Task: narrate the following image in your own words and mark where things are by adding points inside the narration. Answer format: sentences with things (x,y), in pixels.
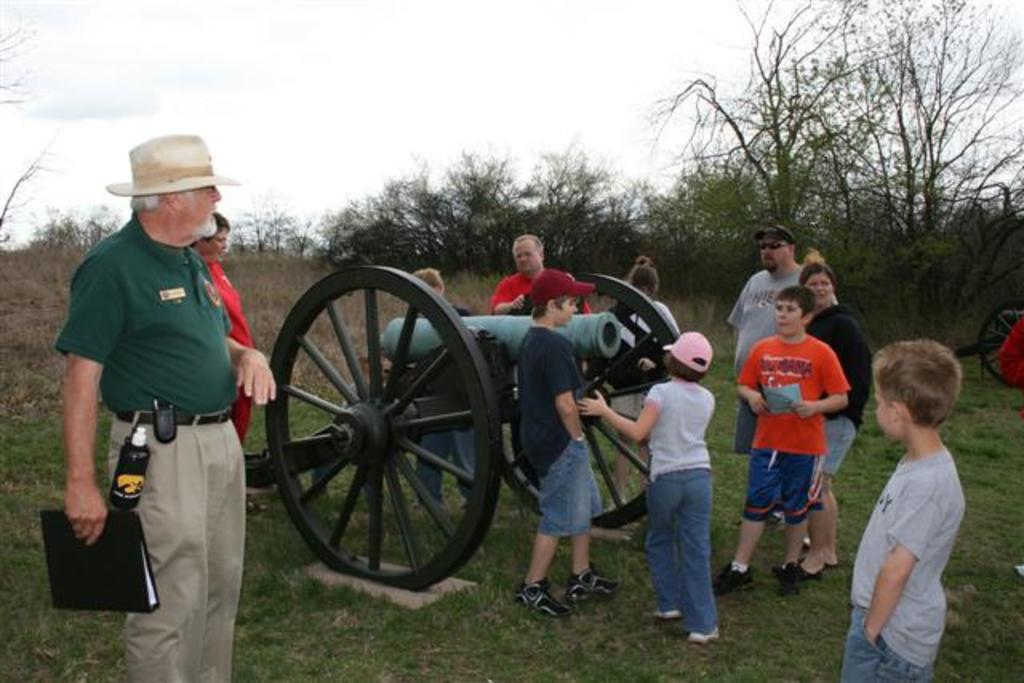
In this image in the center (680,390) there are group of persons (245,403) standing and there is a cannon (424,412) in the center (457,403). There is grass (480,649) on the ground (384,554). In the background (384,243) there are trees (503,217) and the sky (403,79) is cloudy. On the left side (141,401) there is a man (183,468) standing and holding an object (93,563) which is black in colour in his hand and wearing a cream colour hat (166,166).
